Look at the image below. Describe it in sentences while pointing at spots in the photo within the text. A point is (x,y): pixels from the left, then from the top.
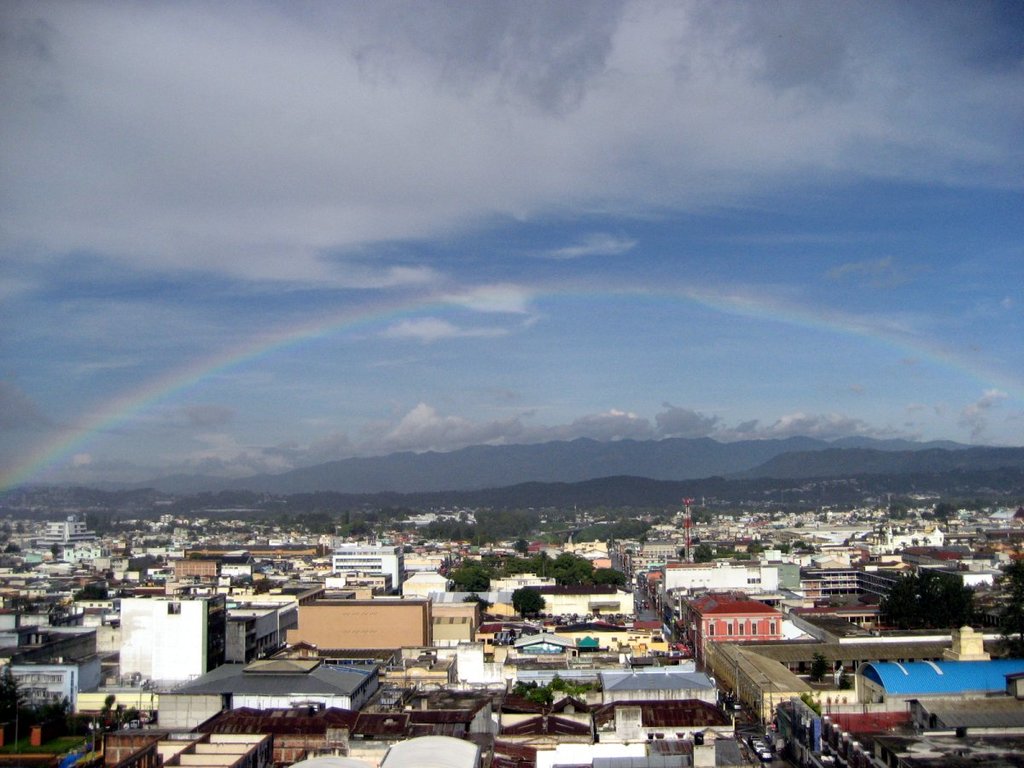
In this image I can see few buildings (241,765), trees (555,573) in green color. In the background (465,378) I can see the rainbow (692,298) and the sky (556,282) is in white and blue color.
